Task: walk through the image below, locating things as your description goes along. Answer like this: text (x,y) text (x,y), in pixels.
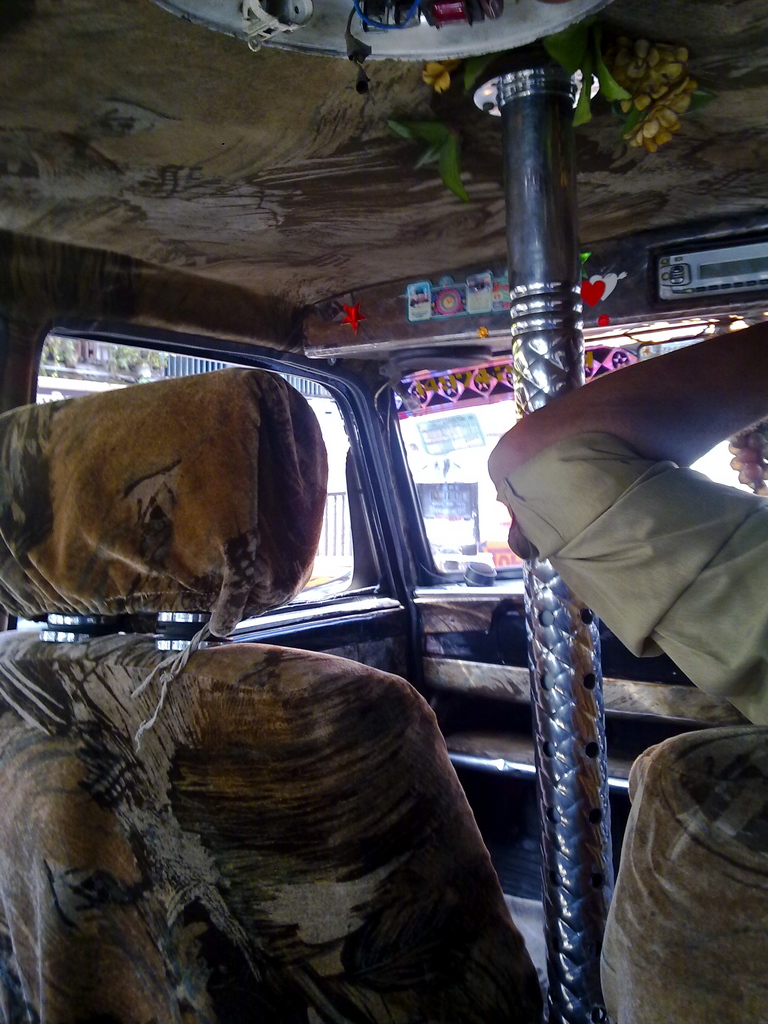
This image is clicked inside a vehicle (404,904). There are seats (333,854) and a rod (564,784) in the vehicle (565,766). To the right (644,567) there is a hand (629,527) of a person (626,495). There is the glass (486,448) to the vehicle (499,438).
